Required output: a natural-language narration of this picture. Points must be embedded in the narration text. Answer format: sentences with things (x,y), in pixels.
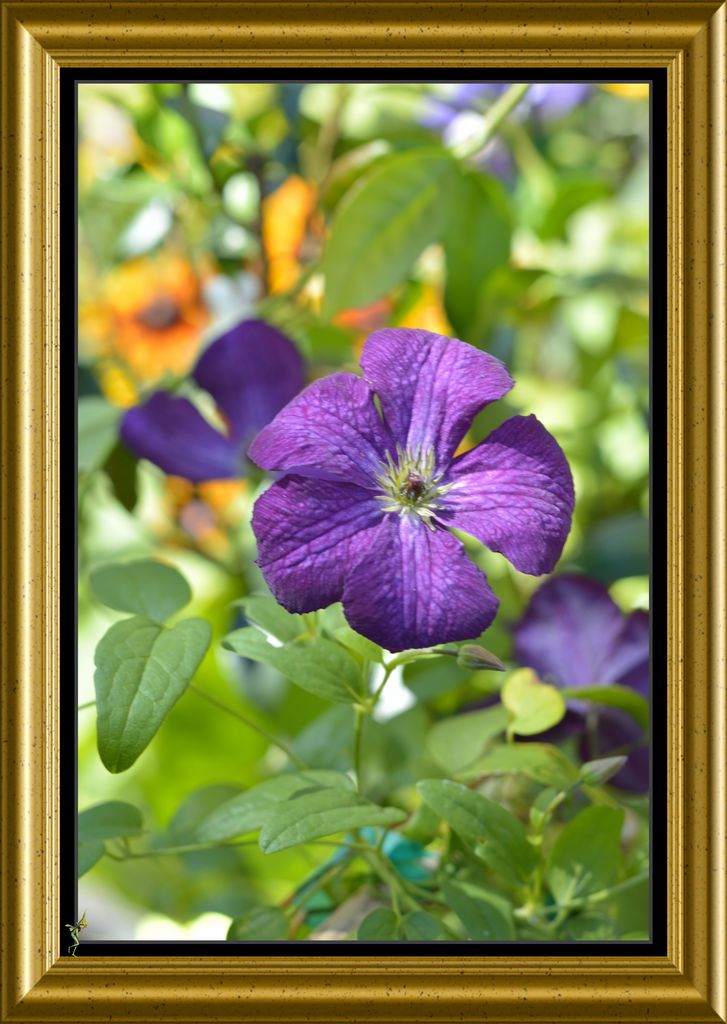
In this picture there is a frame (52,381). On the frame (21,346) there are purple color flowers (442,587) on the plant (472,264).
